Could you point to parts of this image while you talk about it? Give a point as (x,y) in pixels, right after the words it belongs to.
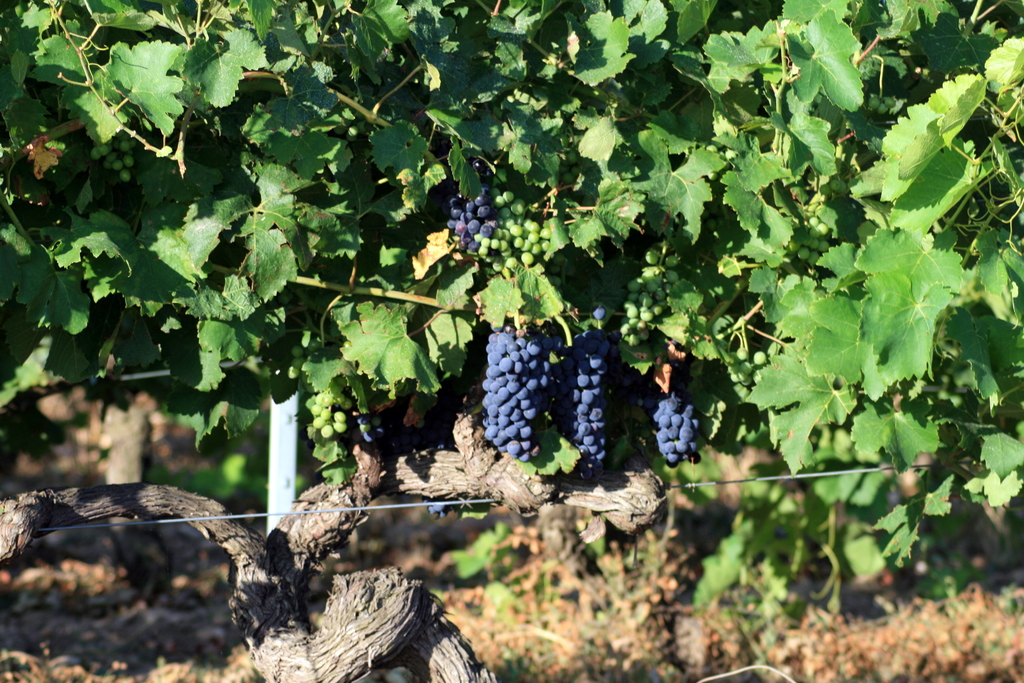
In the picture there is a grape tree (536,190) there are two types of grapes (527,349) to that tree (397,233), the background of the tree (279,552) is blur.
